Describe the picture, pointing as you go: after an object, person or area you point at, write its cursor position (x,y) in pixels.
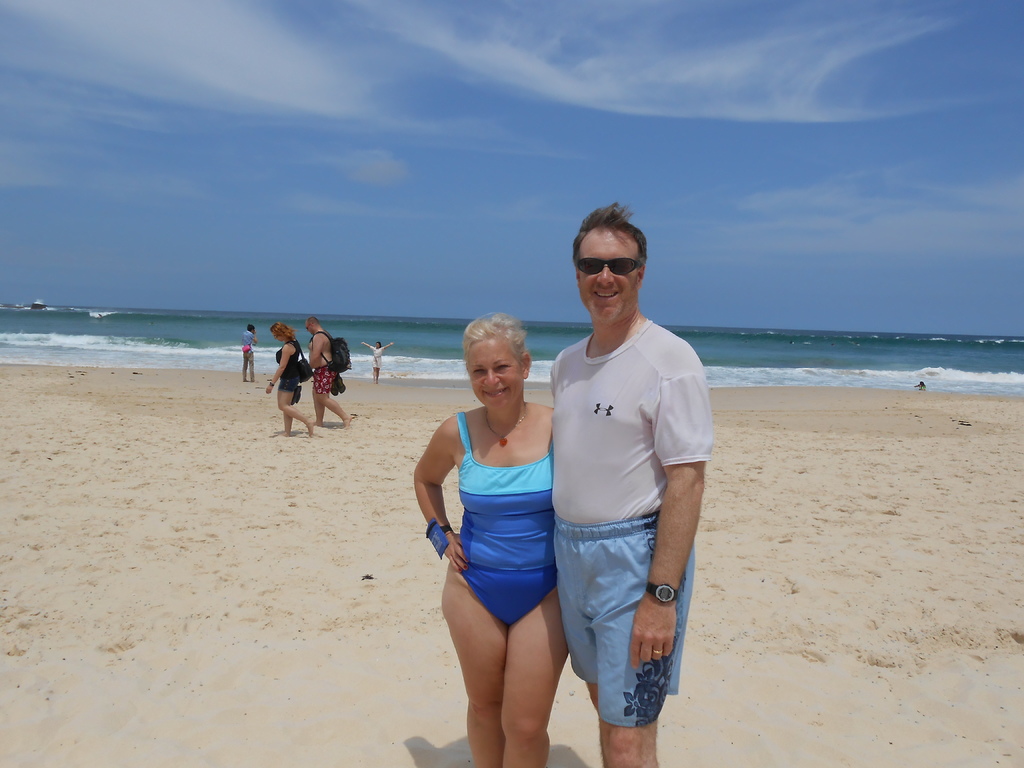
The image is taken in a beach (108,392). In the foreground of the picture (481,388) there are people (598,547) and sand (381,470). In the middle of the picture (392,337) there are people (318,352) and water body (406,353). At the top (298,106) it is sky (473,154).
